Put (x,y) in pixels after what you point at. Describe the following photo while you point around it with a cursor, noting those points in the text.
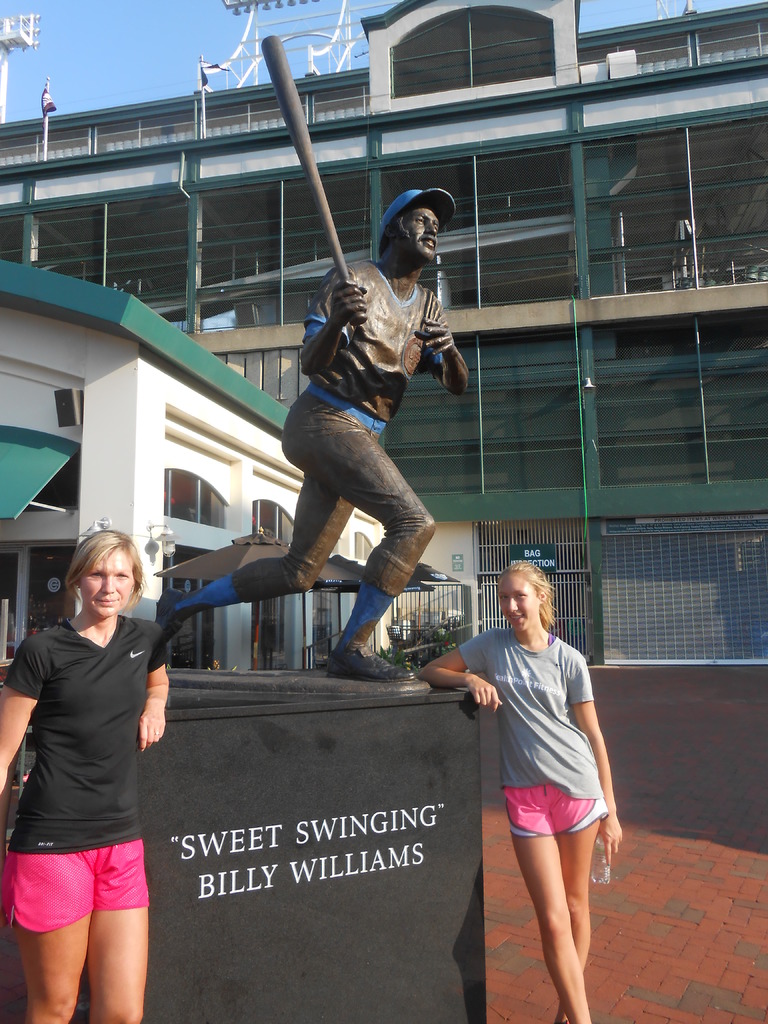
In the foreground (719,943) I can see two persons (526,674) are standing on the floor (602,939), board (357,847) and a person's statue (316,446). In the background (456,612) I can see buildings (252,448), fence (409,401), metal rods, pillars (152,614) and the sky (211,45). This image is taken may be during a day.
